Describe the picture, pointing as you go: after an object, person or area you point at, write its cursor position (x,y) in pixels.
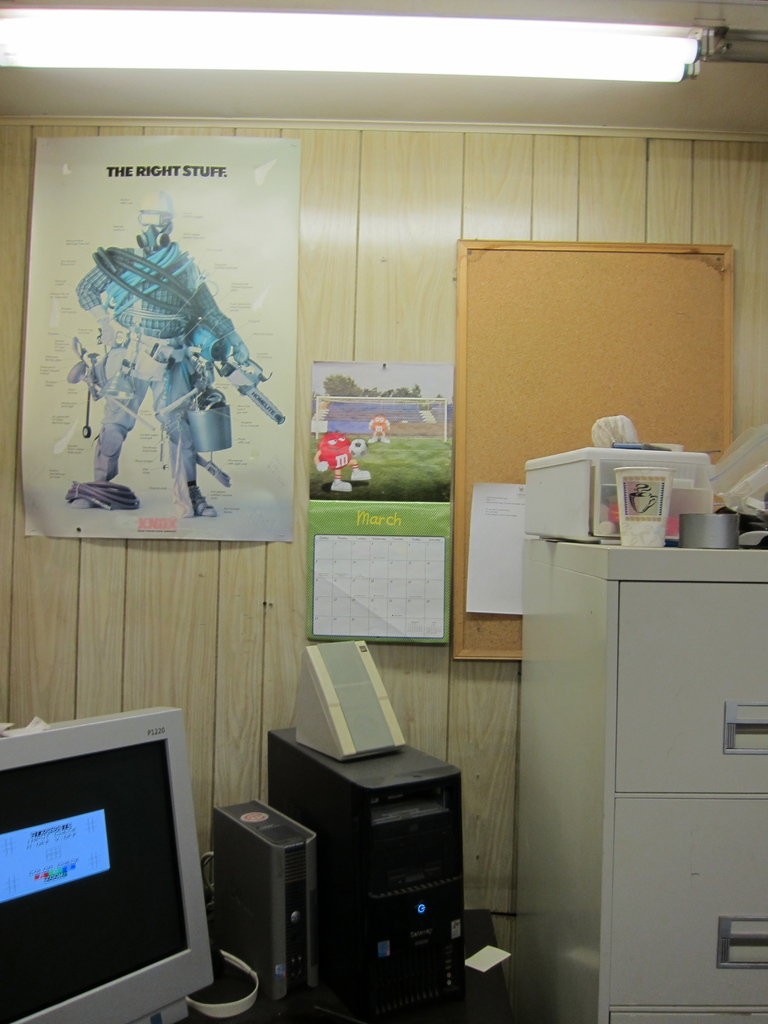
This is the picture of a room (485,682). In the foreground (440,949) there is a computer (87,856) and there is a CPU (334,878) and there is a device (311,964). On the right side of the image (556,488) there is a box (557,529) and there is a cup (635,536) and there are objects (747,508) on the cabinet (690,743). At the back (524,420) there are boards (723,435) on the wall (410,223) and there is a picture (155,508) of a toy (114,253) and there is a picture (403,470) of a tree (412,395) on the boards (424,379) and there are papers (500,582) on the boards (455,477). At the top (353,37) there are lights (409,65).
